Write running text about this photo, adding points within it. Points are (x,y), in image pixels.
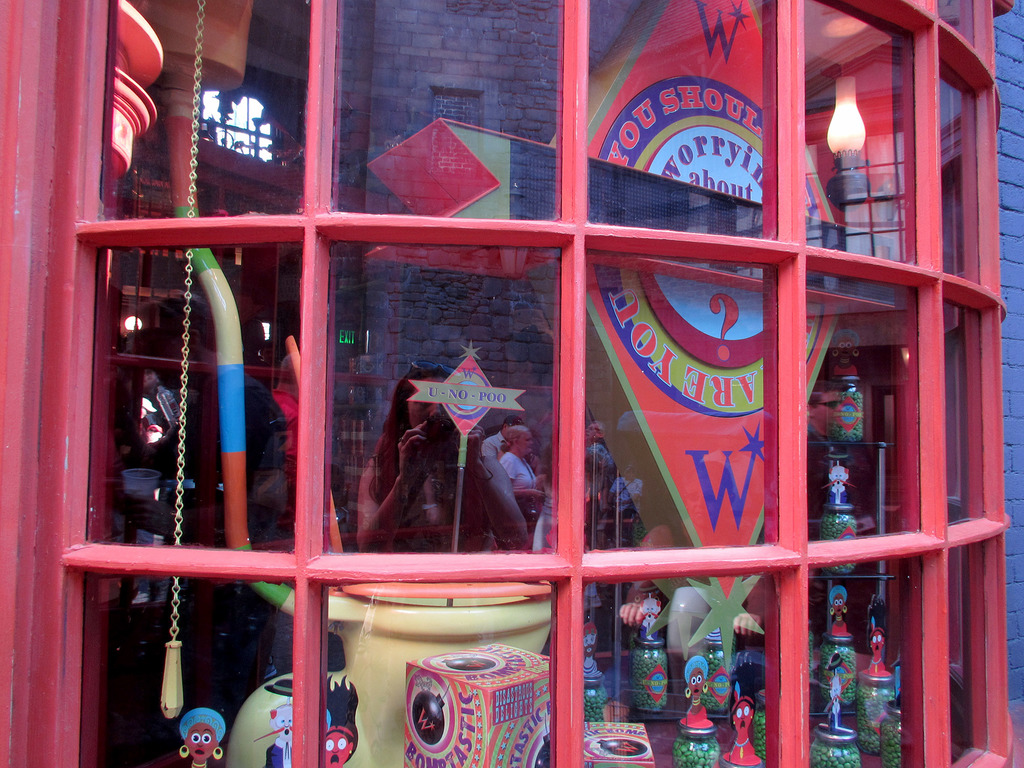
In this image we can see the building (611,577) and there is a glass wall (746,178) and we can see some objects (587,706) like toys (502,679), lamp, board (676,17) with some text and some other things (459,189). We can see the reflection (529,491) of some people (480,491) on the glass (882,457).
